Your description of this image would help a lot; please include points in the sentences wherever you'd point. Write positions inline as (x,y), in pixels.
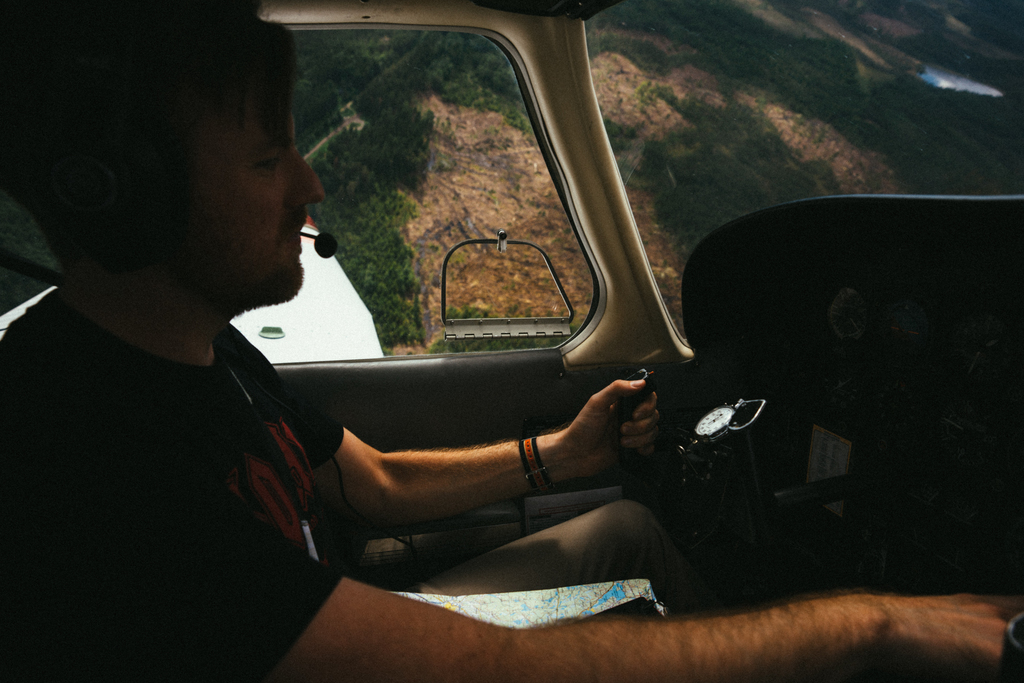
This is the man (239,579) sitting. I think this image is taken inside the plane (663,343). He is driving the plane (870,522). This is the window (472,286). I can see trees (687,164) and hills (699,168) through the window (651,115). This looks like airplane wing (327,316).
